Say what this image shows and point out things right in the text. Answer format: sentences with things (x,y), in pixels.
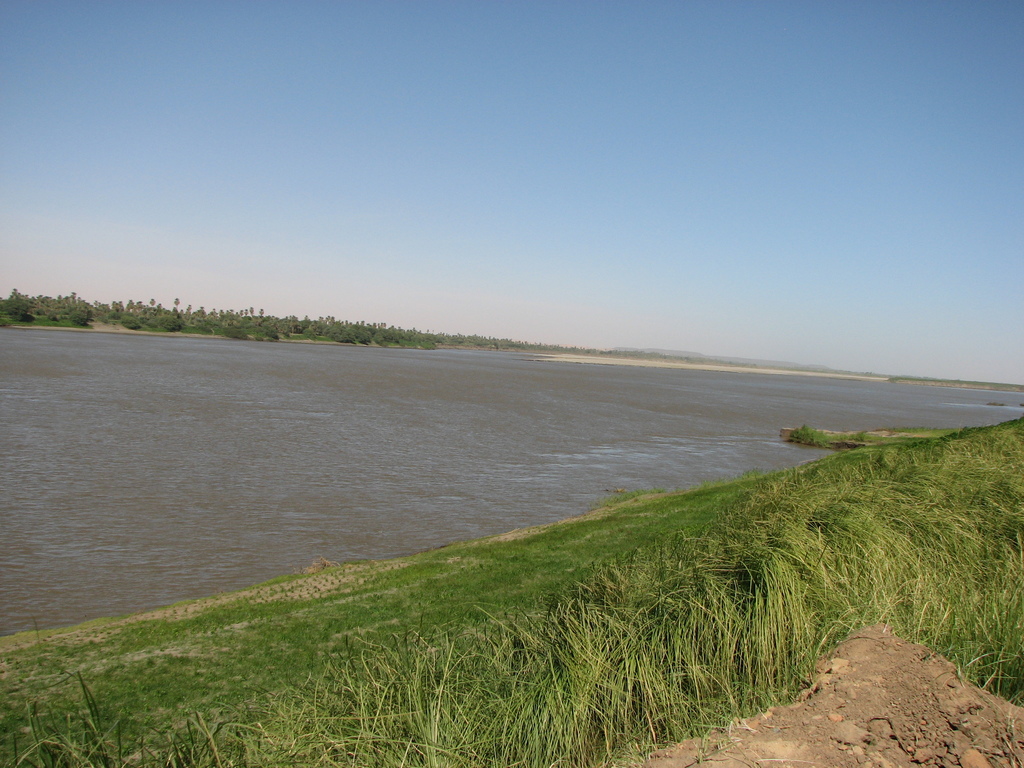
In the center of the image (379,287) we can see the sky (882,121), trees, water (23,365), grass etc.
